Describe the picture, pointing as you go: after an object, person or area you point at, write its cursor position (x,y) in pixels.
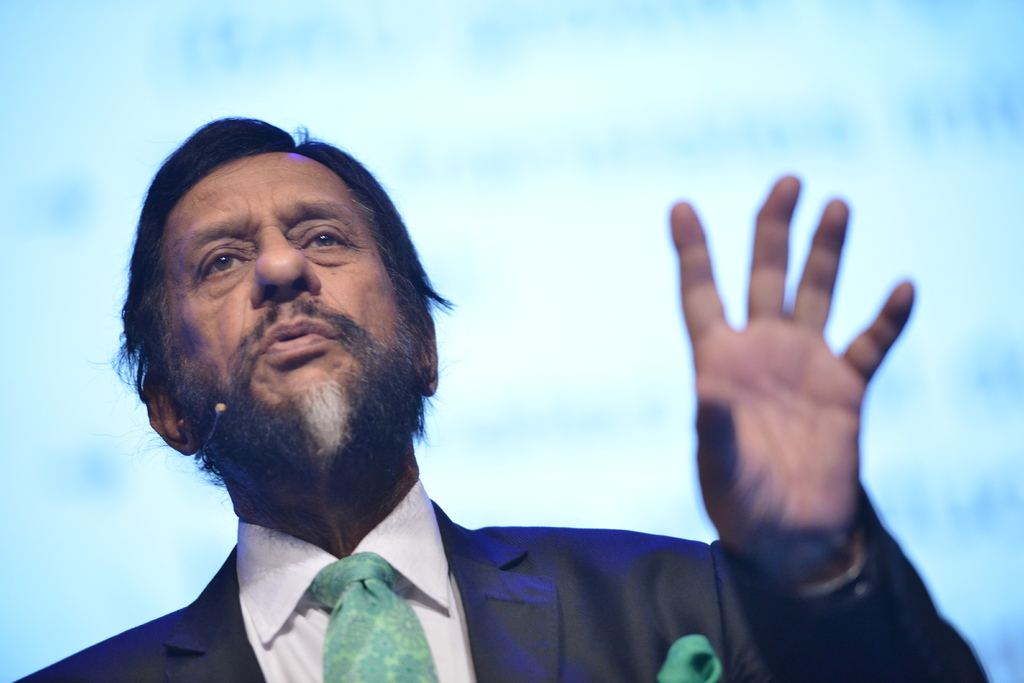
In this picture I can see a person (363,318) wearing a black color suit (562,629).
